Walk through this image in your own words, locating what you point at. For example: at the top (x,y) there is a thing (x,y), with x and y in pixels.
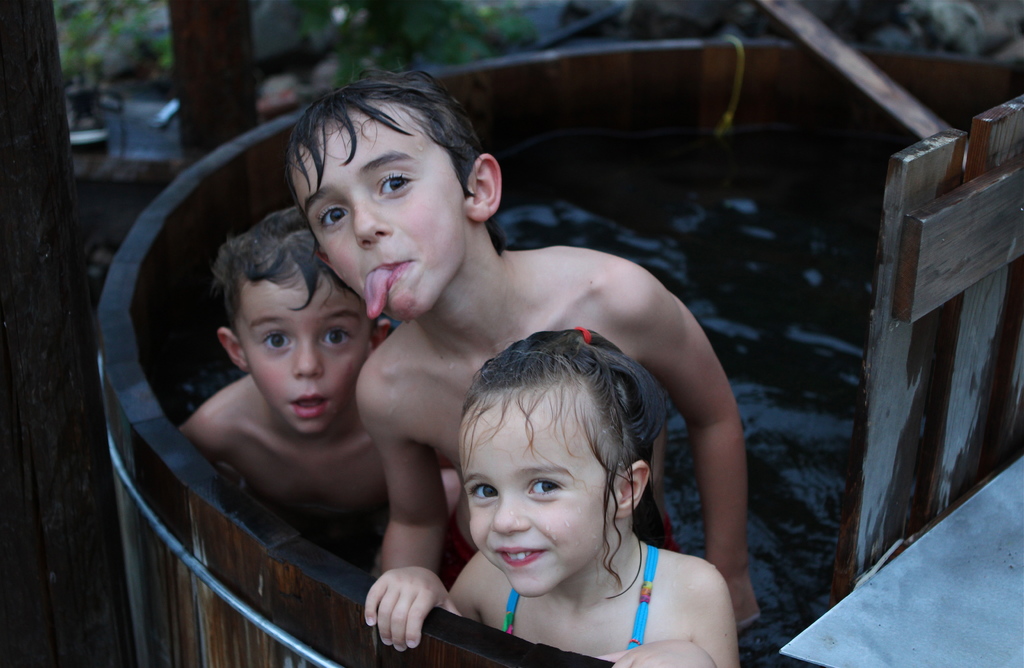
In this image, we can see kids (444,402) in the tank (139,305). There is a pole (81,322) on the left side of the image (35,306).
